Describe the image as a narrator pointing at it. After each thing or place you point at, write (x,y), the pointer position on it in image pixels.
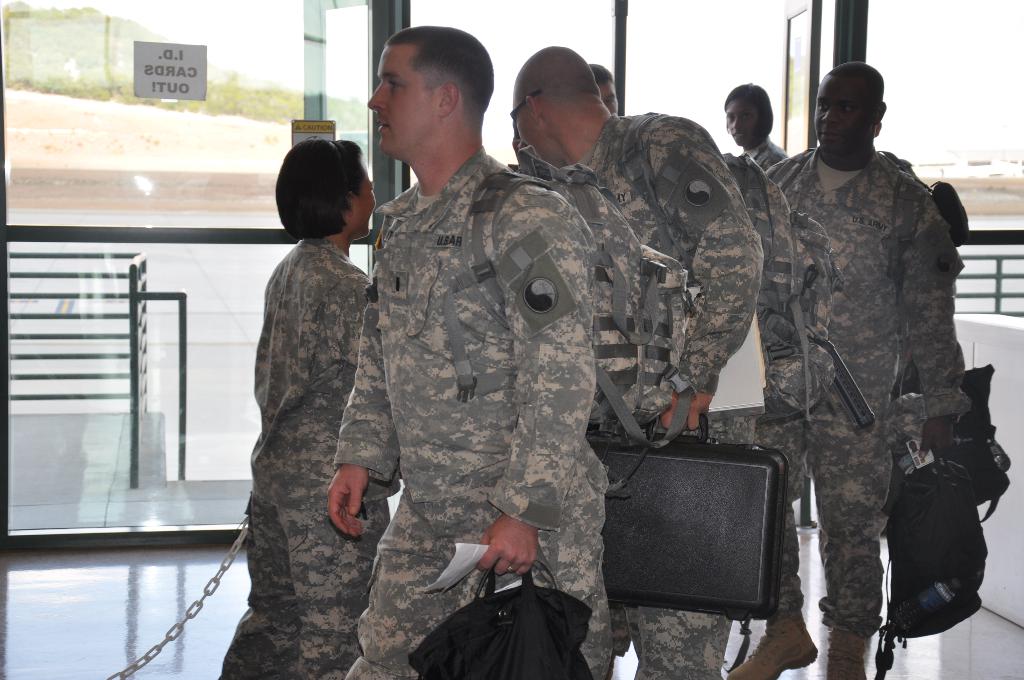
In this picture I can observe people (523,418) walking on the floor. They are wearing grey color dresses (556,374) and holding suitcase (784,505) and bags (893,536) in their hands (944,434). In the background (194,390) I can observe a glass door (218,144) and black color railing (1000,293).
